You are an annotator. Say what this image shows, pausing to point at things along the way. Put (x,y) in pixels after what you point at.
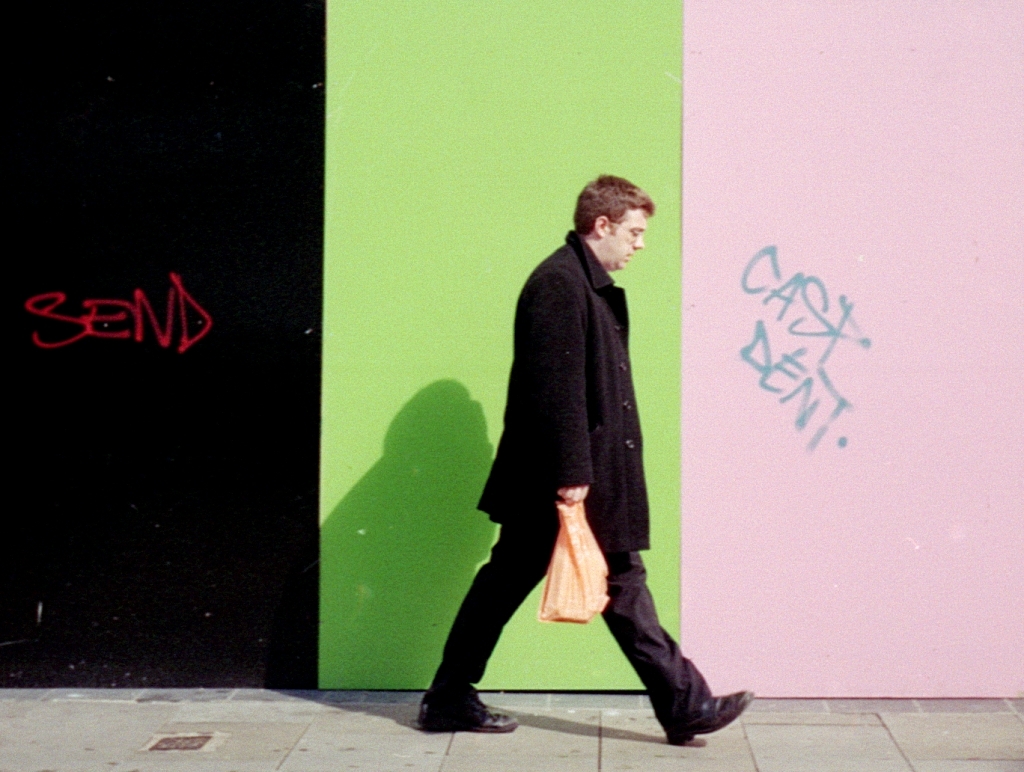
In this image I can see a person (602,494) is walking and holding something (564,505). Background (121,10) is in green, pink and black color and something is written on it.
